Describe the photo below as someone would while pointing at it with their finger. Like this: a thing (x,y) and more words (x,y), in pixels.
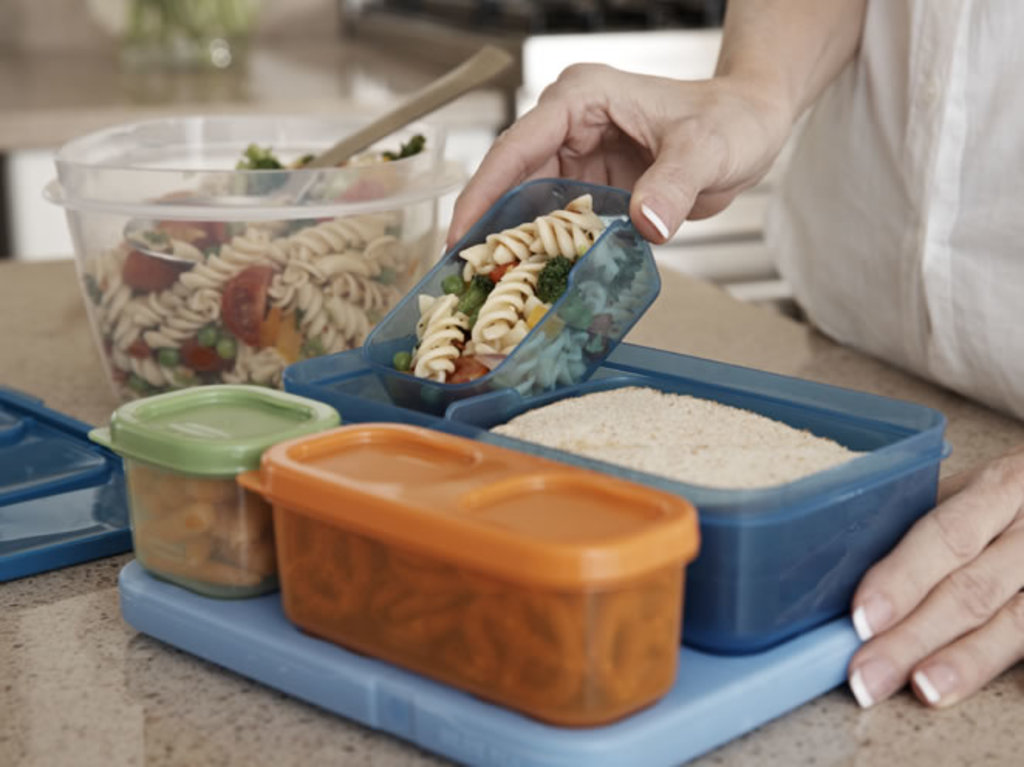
In this image in the center (490,319) there are bowls (197,412), and in the bowls (301,206) there is pasta (471,278) and some food (755,456) and there is one person (902,199) standing and the person (659,143) is holding a bowl (561,322) and at the bottom (144,658) it looks like there is a table (1023,676) and there is a blurry background (226,7).
